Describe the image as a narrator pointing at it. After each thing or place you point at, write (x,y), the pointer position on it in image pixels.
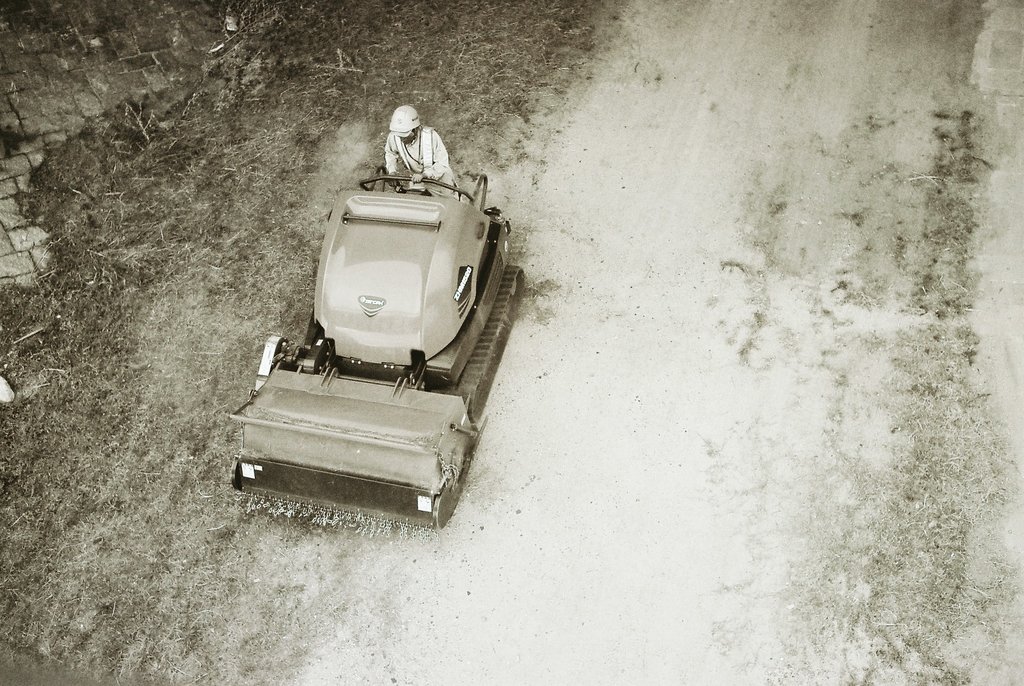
In this image I can see the ground (497,459), some grass (66,405) on the ground (195,128) and a huge vehicle (382,395) on the ground (742,440). I can see a person (416,169) is on the vehicle (437,200).
